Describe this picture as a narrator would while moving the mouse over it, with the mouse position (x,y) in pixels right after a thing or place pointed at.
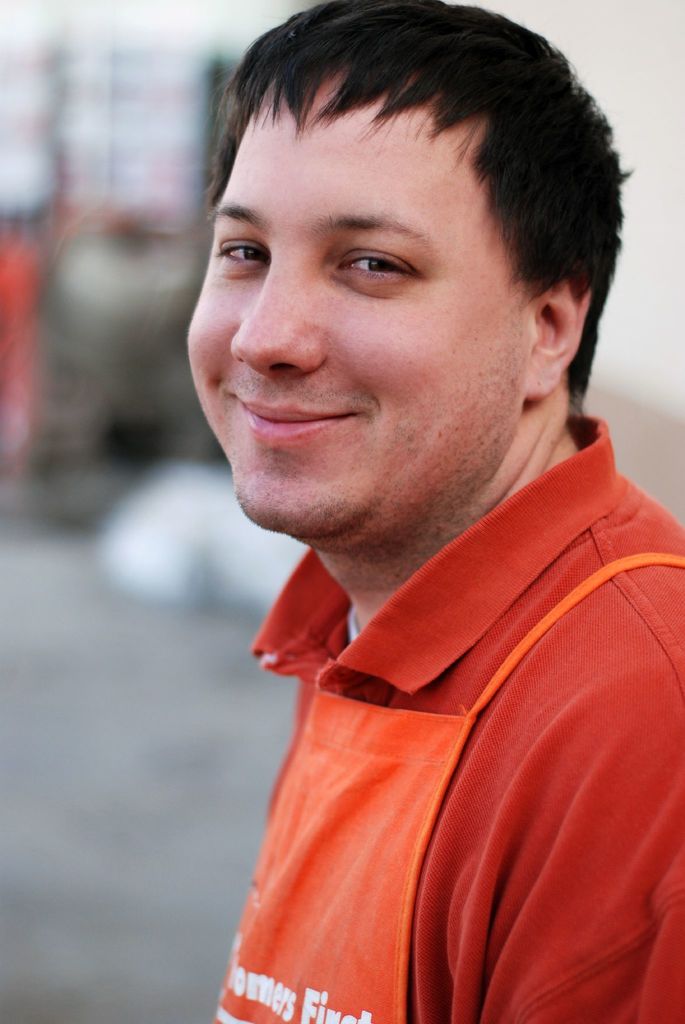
Here, we can see a man (543,473) standing and he is smiling, there is a blur background (57,273).
